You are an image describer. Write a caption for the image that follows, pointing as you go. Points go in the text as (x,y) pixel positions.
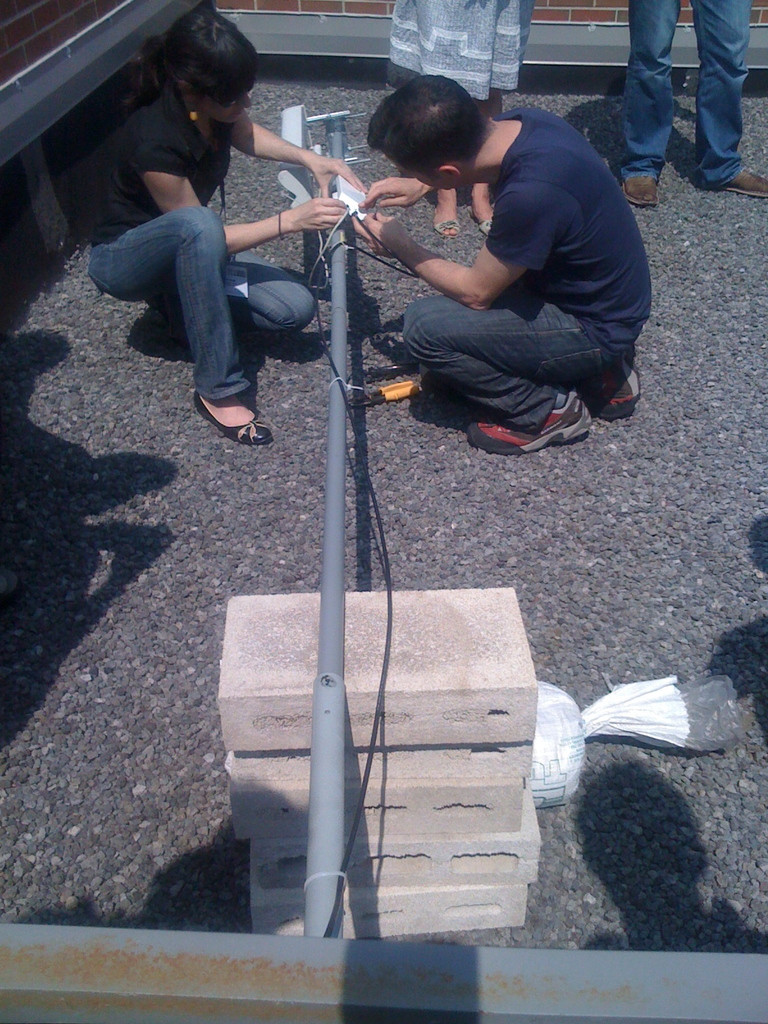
On this cement bricks (467,716) there is a rod (326,683). Beside this rod (329,669) there are people (373,201). Here we can see people legs (550,391). These two people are looking at this rod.
